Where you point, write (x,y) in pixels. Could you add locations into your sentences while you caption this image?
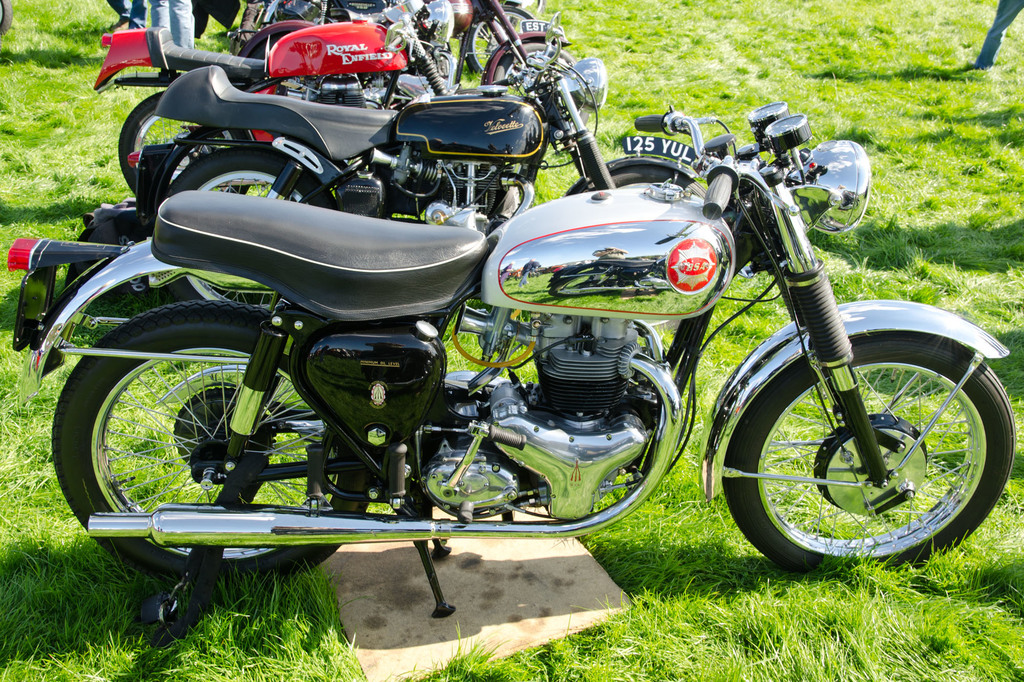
This image consists of few bikes (647,283) which are on the grass (685,590).
